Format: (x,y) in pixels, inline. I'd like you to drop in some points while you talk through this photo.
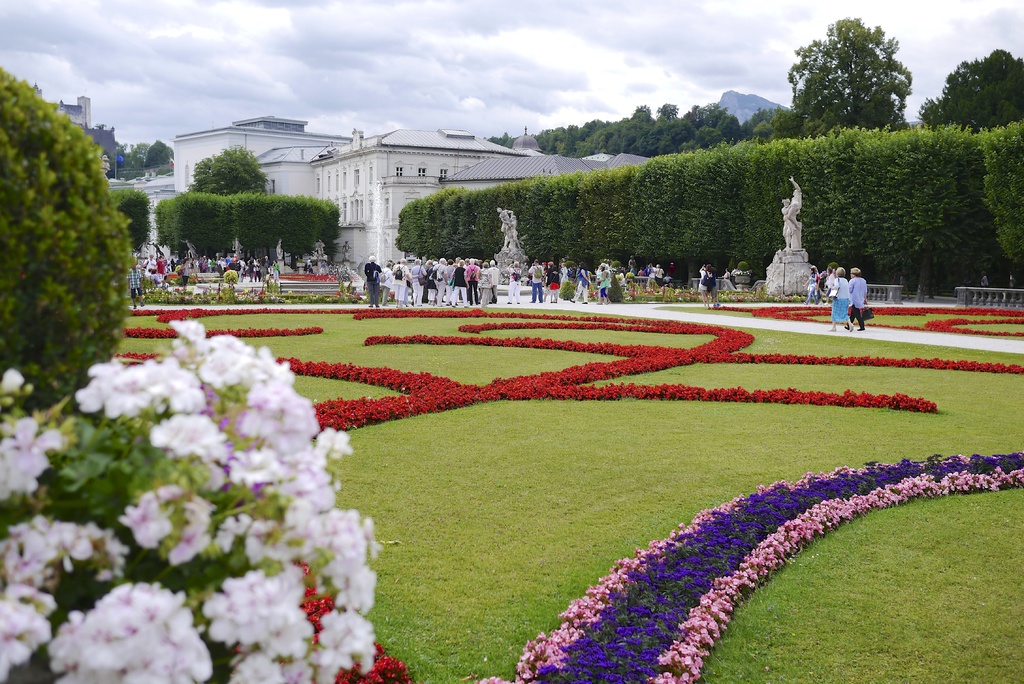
In this image at the bottom (483,670) there is grass (512,481), plants (810,397) and some flowers (250,597). On the left side (95,288) there are some plants (224,554) and flowers (360,545) and in the center (488,276) there are a group of people (609,276) who are walking and some of them are standing and also we could see some statues (516,243). In the background (888,167) there are some trees (651,143), buildings (376,154) and at the top of the image (376,47) there is sky (312,38).
